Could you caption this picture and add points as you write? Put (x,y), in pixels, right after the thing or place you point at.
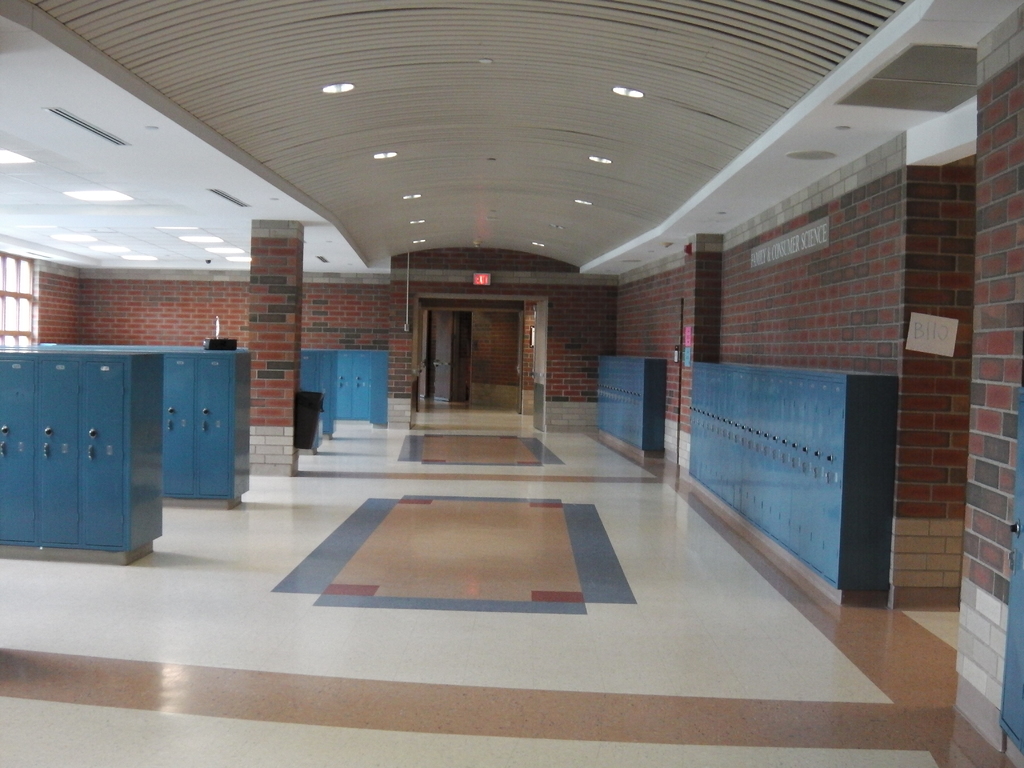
This picture is taken inside a room (429,576). There are few wardrobes (116,436) on the floor (232,560). Right side (755,391) few cupboards (742,411) are attached to the wall (779,348). Background (73,298) there is a wall (85,308) having windows (15,314) and door (537,355). Top of the image (578,200) there are few lights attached to the roof (589,180).
